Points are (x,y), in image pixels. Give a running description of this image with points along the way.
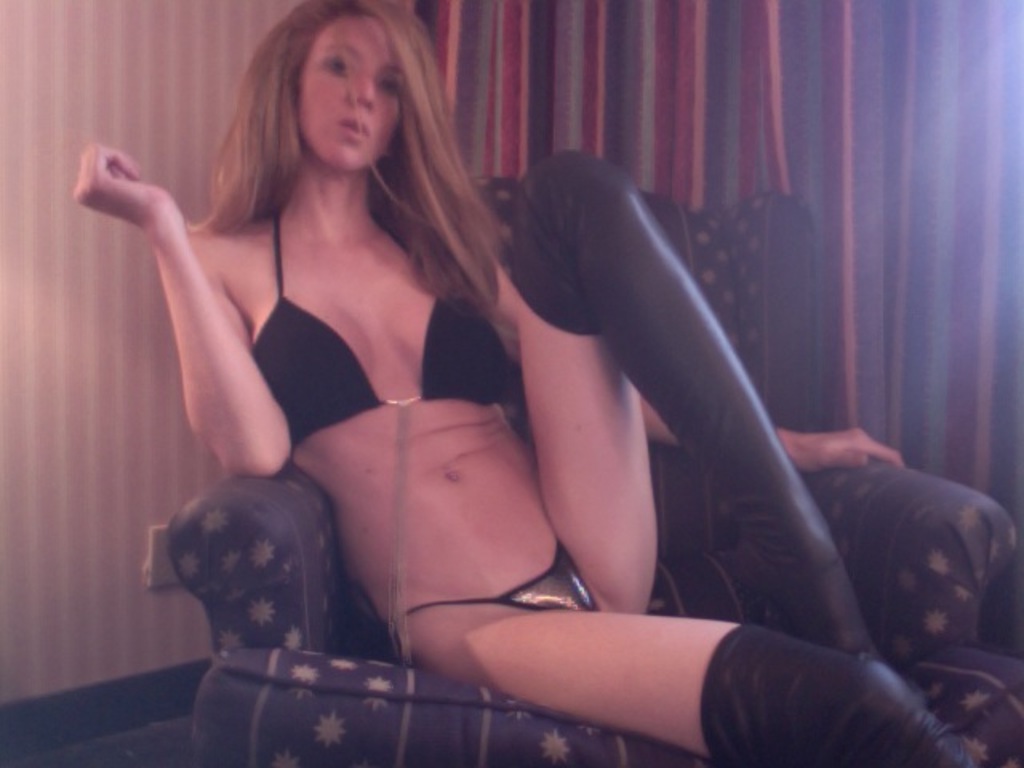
In this image in the center (343,378) there is one woman (499,327) who is sitting on a chair (341,550), and in the background (195,486) there is wall (183,475) and curtain (1014,169). At the bottom (190,721) there is floor (79,756).
